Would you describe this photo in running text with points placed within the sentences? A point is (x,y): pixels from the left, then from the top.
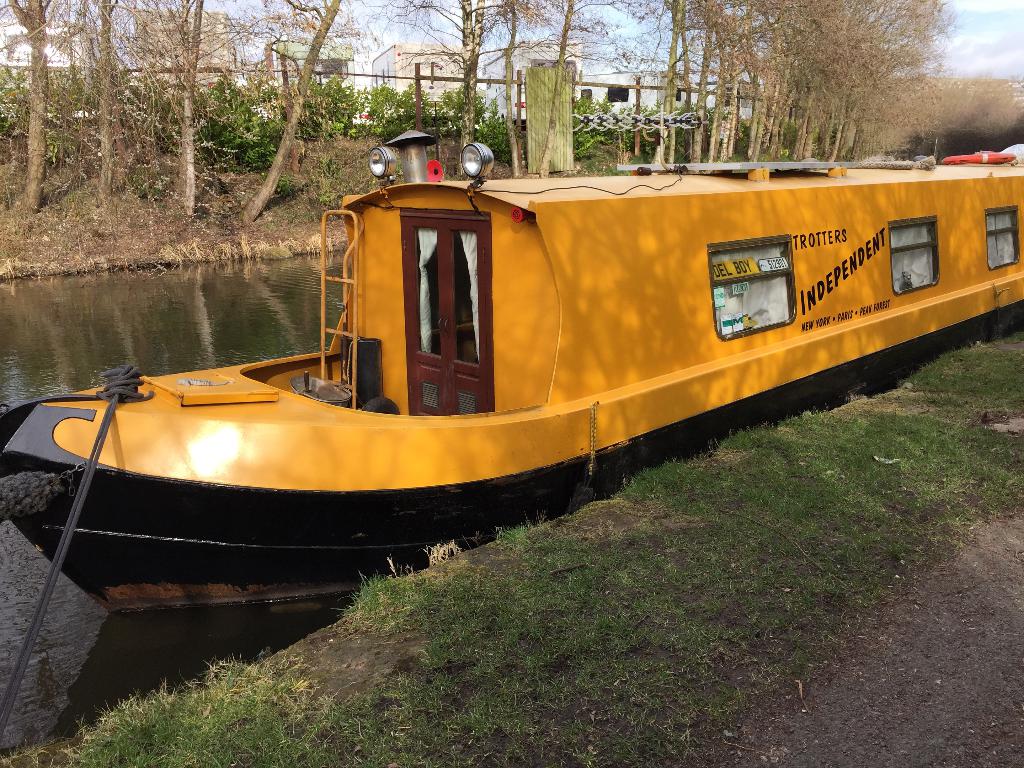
In this image there is a grassy land (584,633) in the bottom of this image (655,645) and there is a boat (560,401) in middle of this image (479,415) and there is a pond (233,306) on the left side of this image (157,313). There are some trees (276,176) in the background (335,123). there are some buildings (347,74) on the top of this image (426,70).
